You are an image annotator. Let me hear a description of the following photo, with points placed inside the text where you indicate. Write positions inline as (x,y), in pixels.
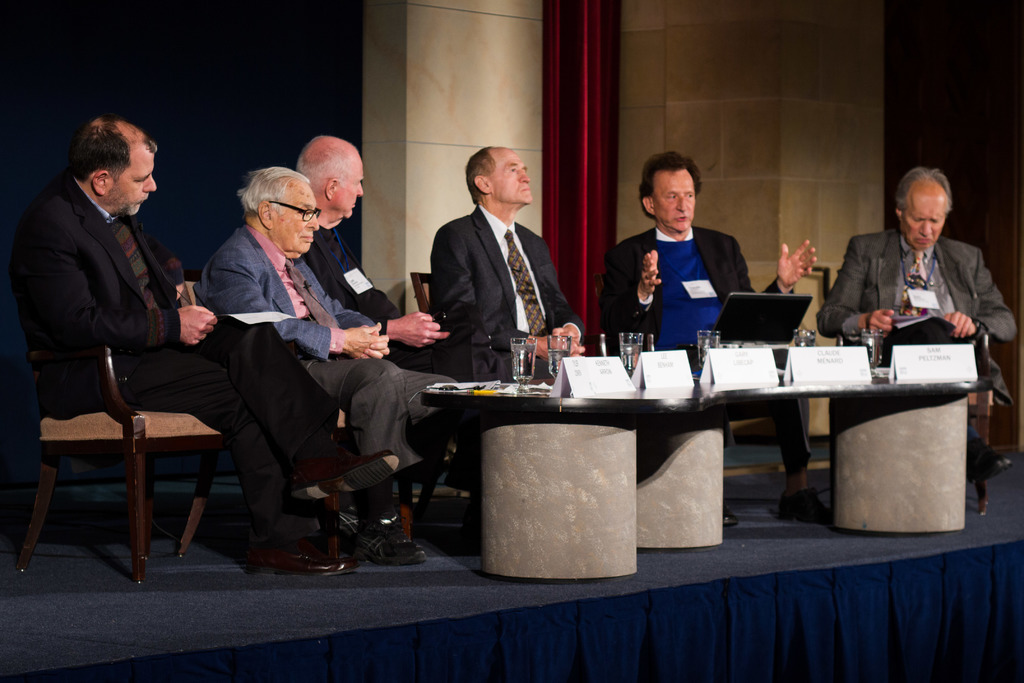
In this image i can see group of members (186,350) sitting on a chair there are few glasses (519,354), board (571,364) on a table (590,403) at the back ground (481,110) i can see a wall (523,72) and a curtain (576,64).
